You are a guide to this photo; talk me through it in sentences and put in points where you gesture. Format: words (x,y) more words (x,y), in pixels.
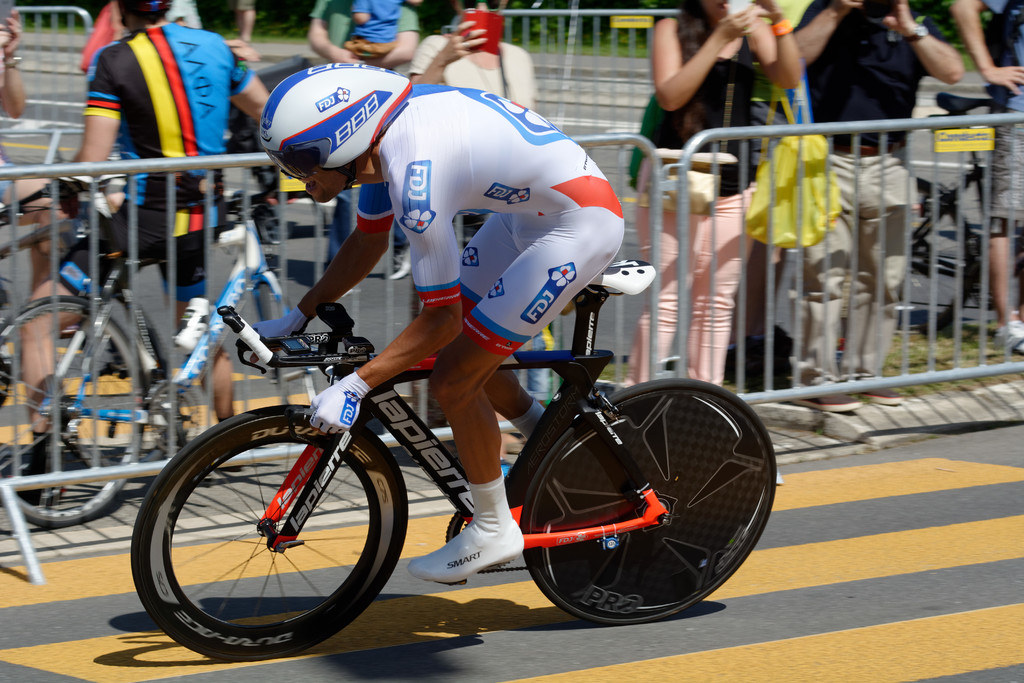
As we can see in the image there are few people (386,62) here and there and in the front (482,191) there is a man (416,147) riding bicycle (398,462).
